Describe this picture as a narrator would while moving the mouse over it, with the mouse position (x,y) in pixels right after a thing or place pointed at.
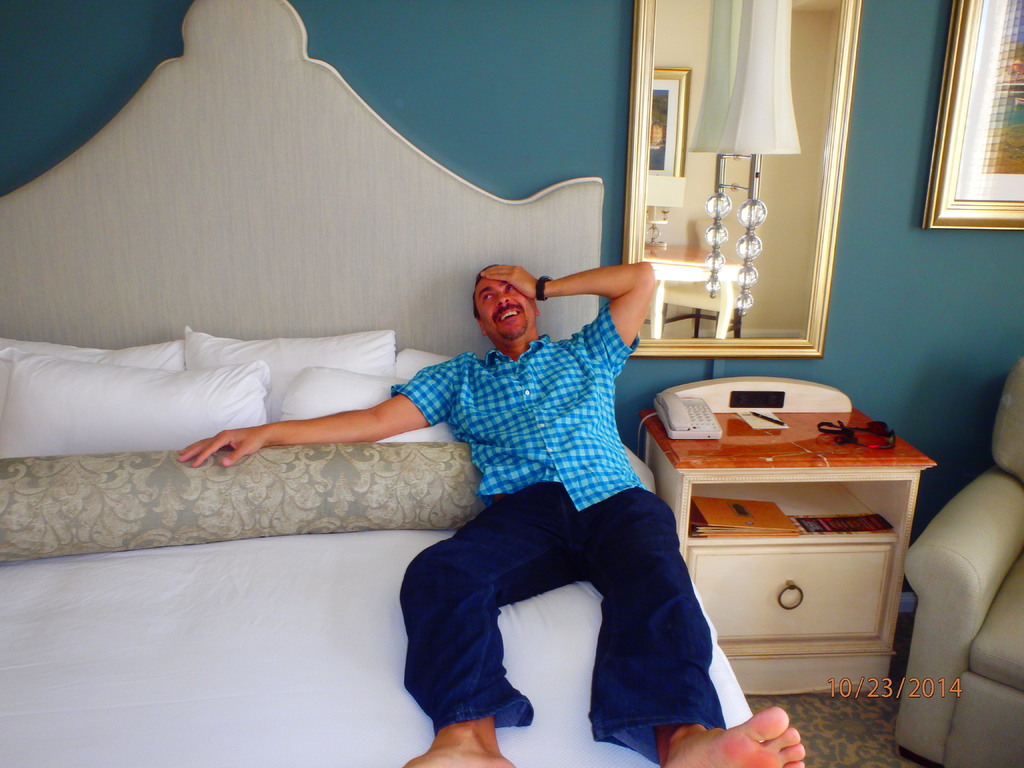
In this image, we can see a man (499,395) smiling and lying on the bed (425,537) and there are some pillows (195,479) on the bed (180,628). On the right (702,422), we can see a telephone (714,426) placed on the table (769,500) and there is a couch (959,669). In the background (702,137), there is a mirror (842,140) and frame (946,156) placed on the wall (888,299).
